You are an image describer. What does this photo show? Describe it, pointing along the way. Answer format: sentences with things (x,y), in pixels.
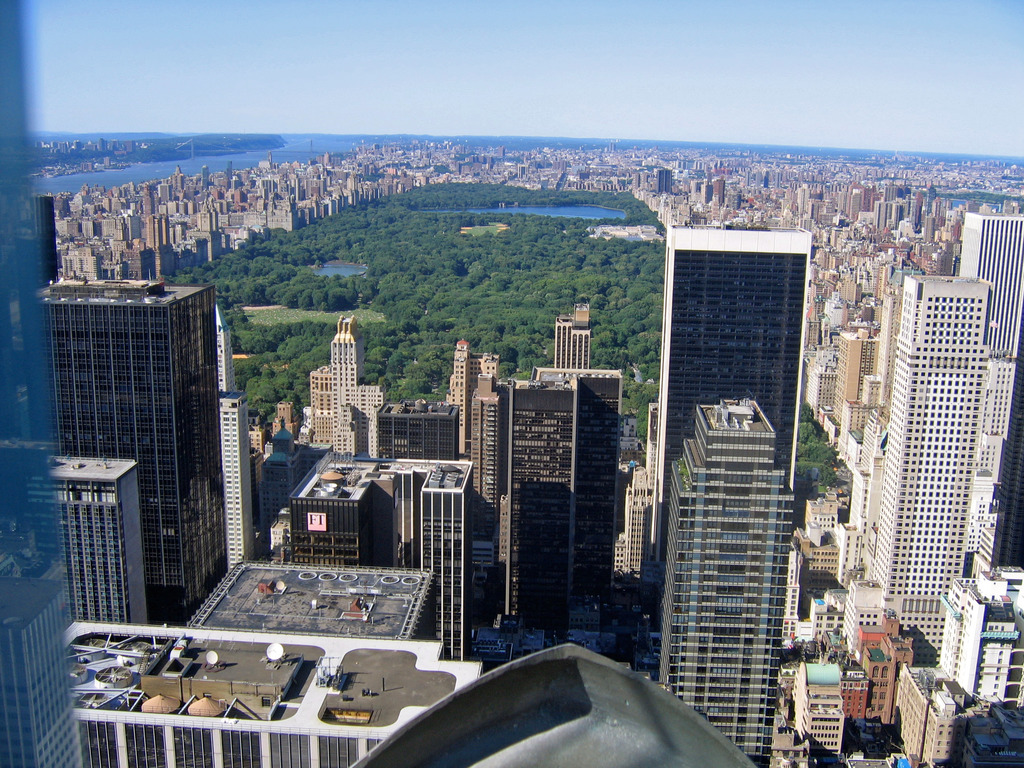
In this image there are buildings (463,160), in the middle (594,293) there are trees (594,240) and ponds (618,215), in the background (220,157) there is water surface (173,166) and the sky (852,27).
